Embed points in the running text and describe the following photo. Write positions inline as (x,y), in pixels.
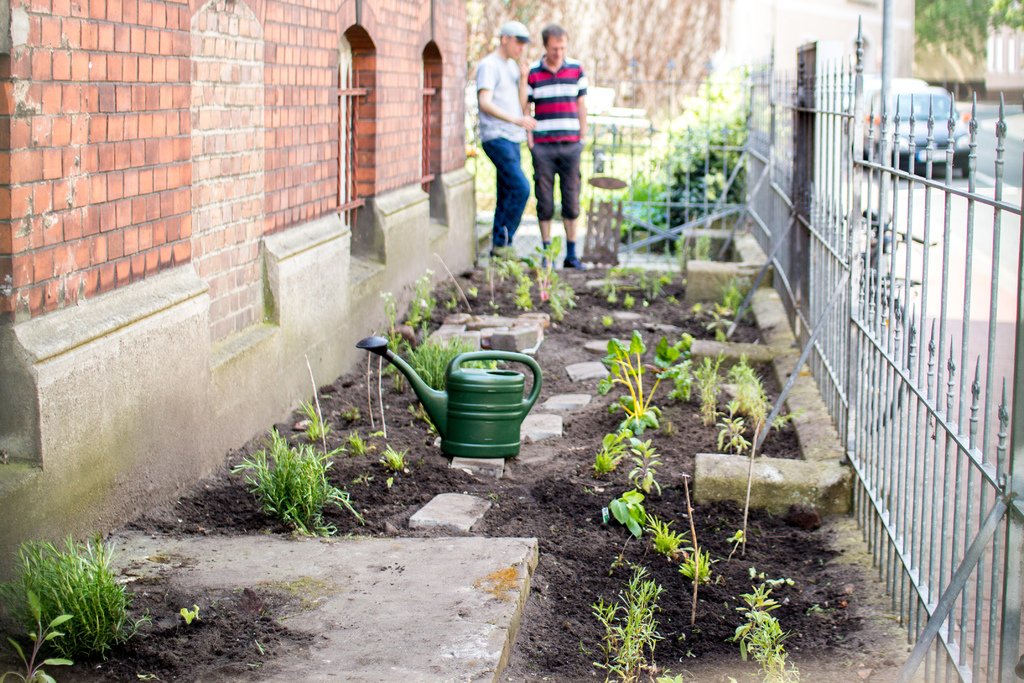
In the middle of the picture (596,307) we can see plants (100,574), soil (811,619) and a watering can (450,388). Towards right (844,198) there are railing (857,240) and road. On the left (194,121) it is a wall (385,132). In the center of the picture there are people (584,104), plants (704,165), cars (918,135), road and other objects (780,22). The background (542,10) is blurred.
